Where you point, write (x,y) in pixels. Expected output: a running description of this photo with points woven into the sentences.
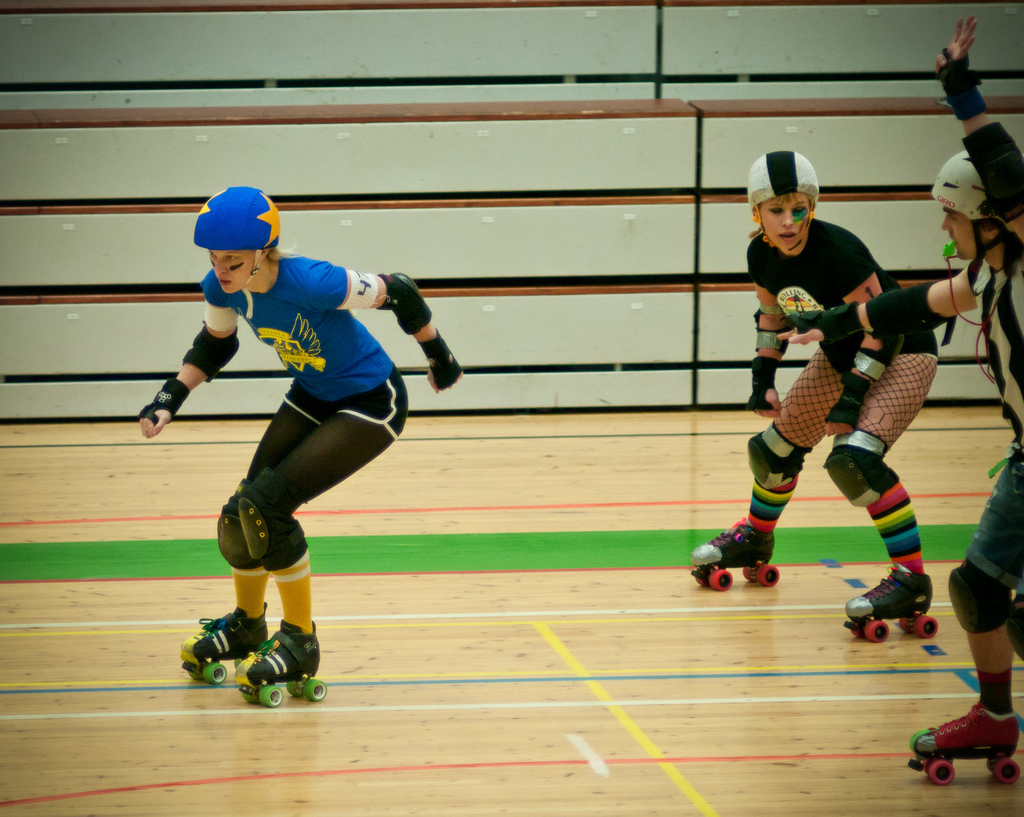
In this image I can see the floor (620,703), few persons (324,354) wearing helmets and skating shoe (928,620) are skating on the floor (506,684). I can see the brown, black and white colored background (534,247).
